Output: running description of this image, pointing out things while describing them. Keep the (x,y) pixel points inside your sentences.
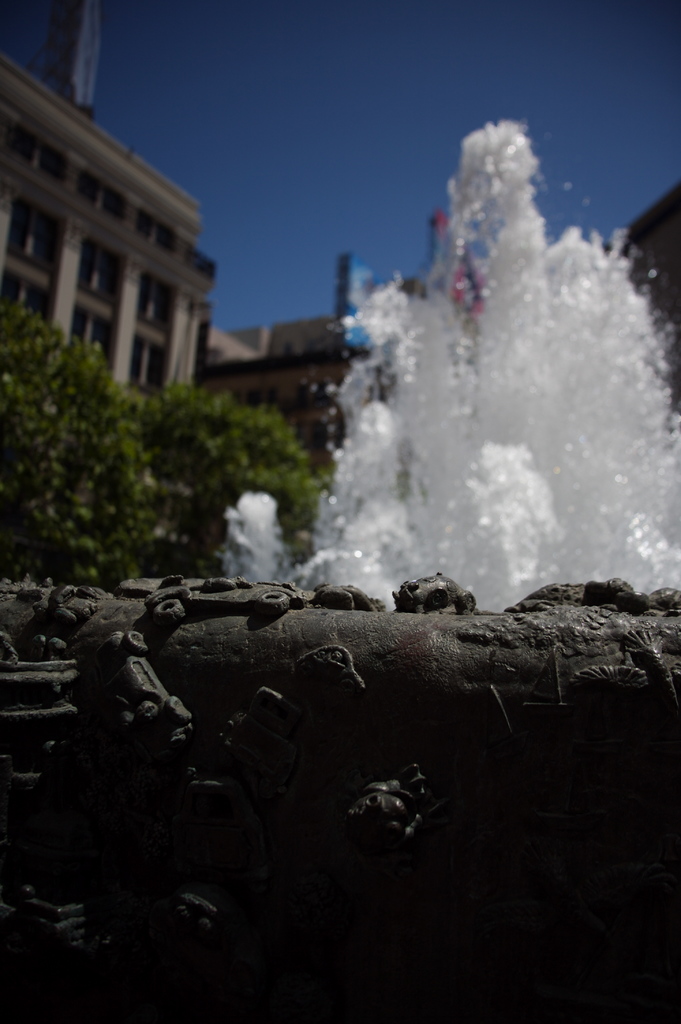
In this image I can see a fountain (329,747). Background (14,497) I can see trees (18,489) in green color, buildings (201,334) in cream and brown color, and sky (284,183) in blue color.
